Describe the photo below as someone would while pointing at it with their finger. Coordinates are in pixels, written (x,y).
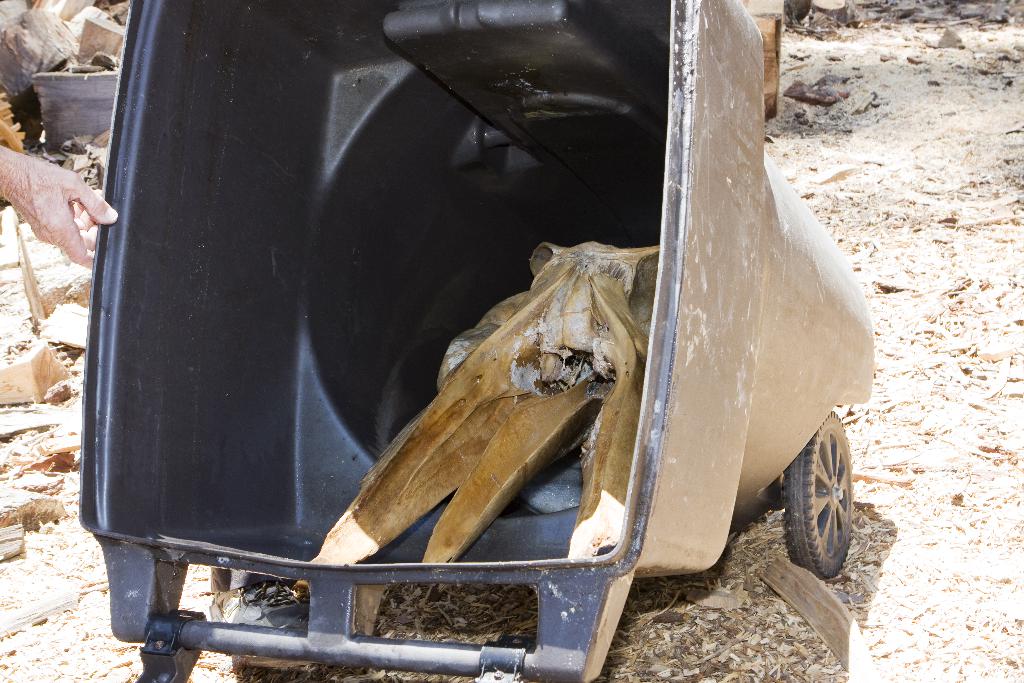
In this picture there is an object (538,355) placed in a black color dustbin (708,312) and there is a person (79,206) placed his hand (66,191) on it in the left corner (40,179) and there are few wooden objects (70,58) in the background (61,101).
